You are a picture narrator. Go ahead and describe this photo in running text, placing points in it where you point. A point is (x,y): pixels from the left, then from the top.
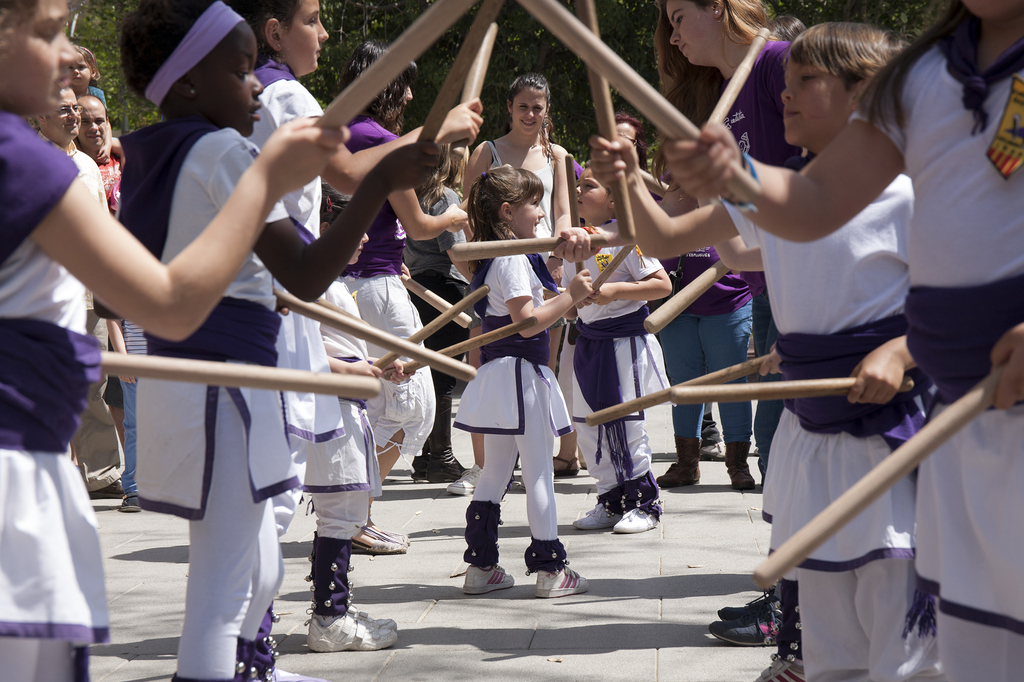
In this image I can see the group of people (583,389) standing on the road (607,586). These people (650,493) are wearing the white and purple color dresses (380,303). These people (173,303) are holding the wooden sticks (483,289). In the back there are few people (94,165) with different color dresses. I can also see the trees (373,32) in the back (516,20).
